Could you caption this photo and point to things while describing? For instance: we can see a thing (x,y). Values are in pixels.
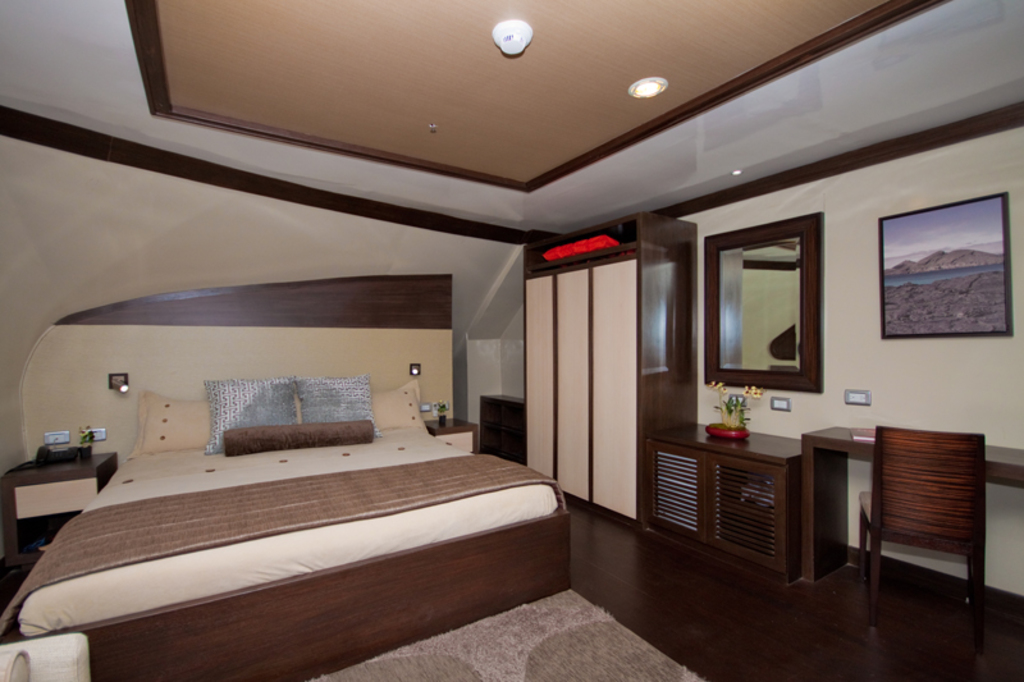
This image consists of a bedroom (534,548). In the front (389,551), we can see a bed (409,569) along with pillows (347,406) and a blanket (285,518). At the bottom (531,641), there is a floor mat (569,637) on the floor (814,638). On the right (904,479), we can see a chair (875,495) and a table (834,475) along with a cabinet (778,478). And there are cupboards (660,317). At the top (178,71), there is a roof (474,88) along with lights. On the right (881,377), there is a wall (926,341) on which we can see a frame (985,318) and a mirror (790,347). Beside the bed (160,472), there are drawers (49,484).
